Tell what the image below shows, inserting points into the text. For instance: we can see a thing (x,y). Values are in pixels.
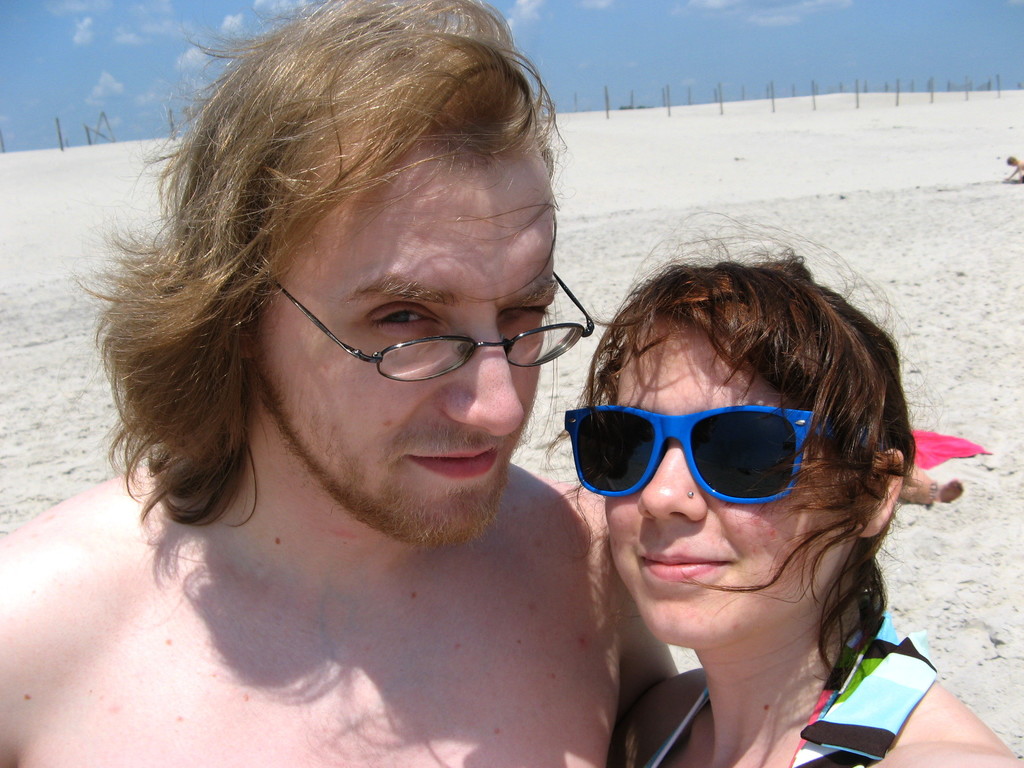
In this image a man (540,649) and a woman (726,524) are smiling and giving pose for the picture. In the background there are some poles (815,100) and there is a person (1015,168) sitting on the ground (935,154). At the top of the image (731,40) I can see the sky (757,43).
